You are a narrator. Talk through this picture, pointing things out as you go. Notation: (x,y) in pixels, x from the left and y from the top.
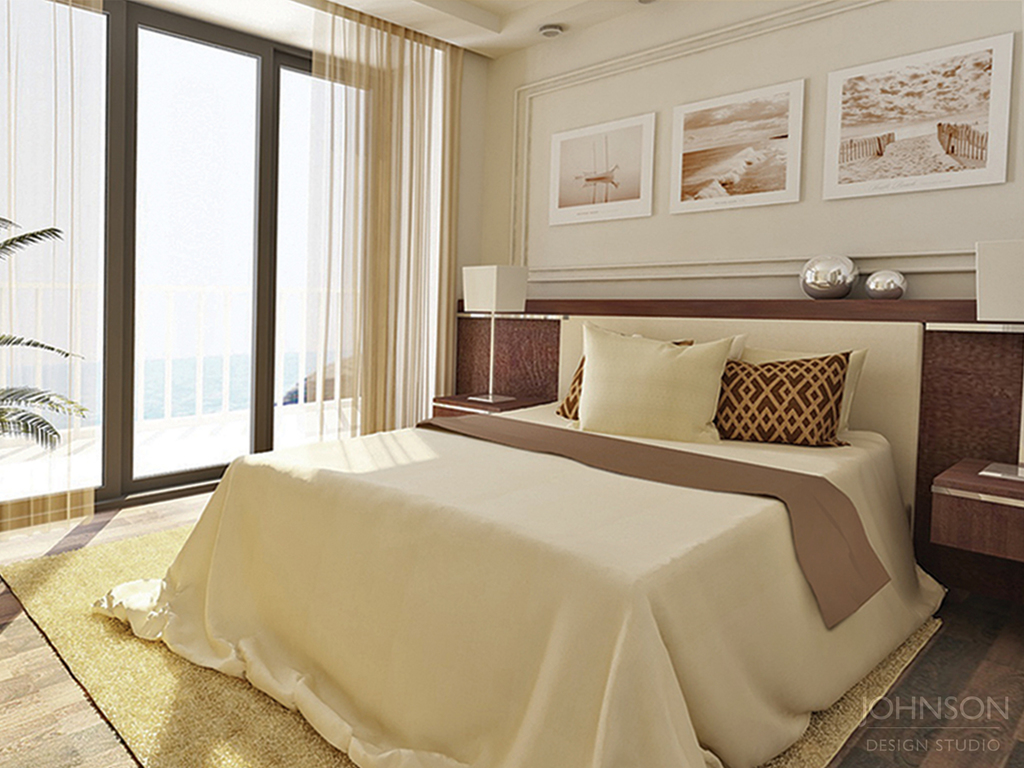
This image is taken inside a room (455,573). In the center of the image (489,429) there is a bed (316,517). There are pillows (649,368). To the left side of the image (292,349) there is a glass door (286,362). There are curtains (364,186). To the right side of the image (796,270) there is a wall (821,236) on which there are photo frames (715,147). At the bottom of the image (72,707) there is floor (38,721). There is carpet (142,712).
